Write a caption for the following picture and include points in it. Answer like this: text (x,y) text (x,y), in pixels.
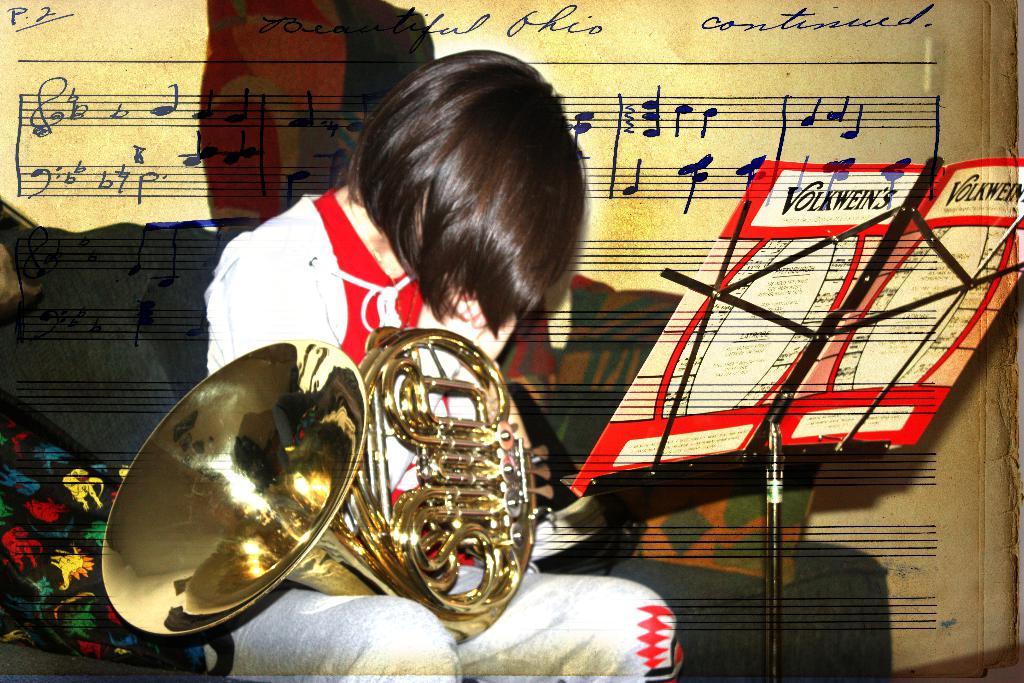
In the center of this picture (352,239) we can see a person (344,258) sitting on a couch (99,373) and holding a french horn (384,510). On the right (845,349) we can see the text (774,279) on the papers (824,191) and the papers (806,428) are attached to the metal stand (768,461). In the background (655,24) we can see the text (583,22) and some pictures (643,102) and we can see the cushions (705,503) and this picture seems to be an edited image.
